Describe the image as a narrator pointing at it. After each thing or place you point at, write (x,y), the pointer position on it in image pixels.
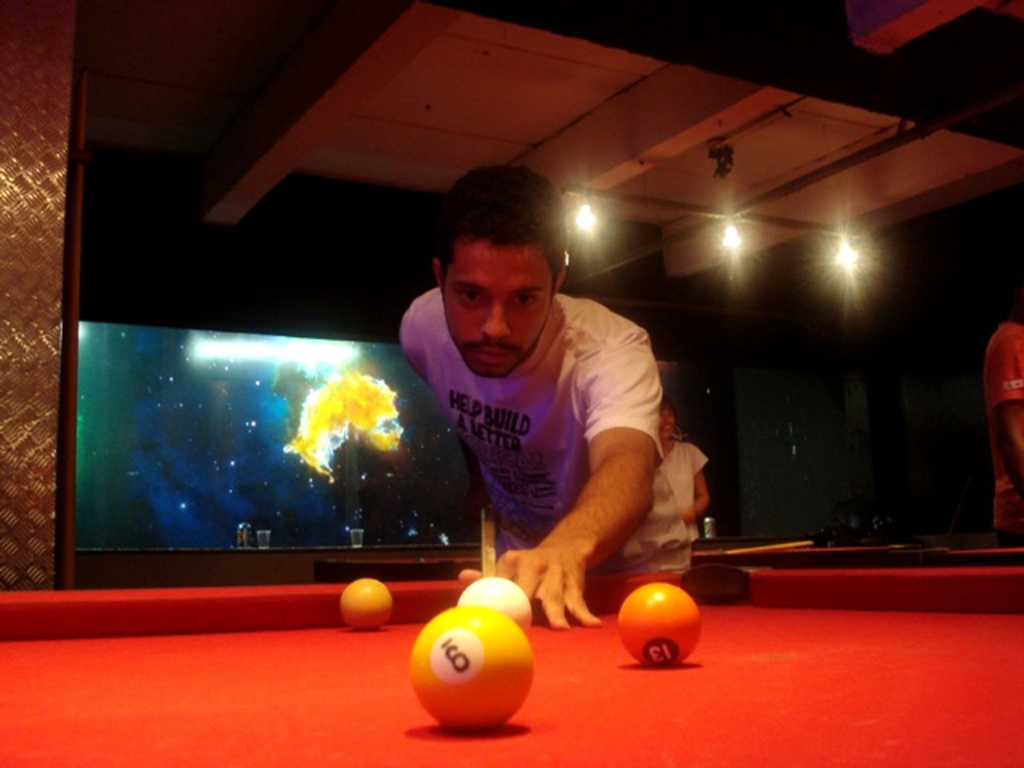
At the middle of image (542,283) there is a person (600,414) standing, holding a stick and playing billiard game on the table (795,753). There are few balls (691,612) on the table (11,720). At the back side (667,537) to this person (606,495) there is a person (670,502). At the right side (1018,331) there is a person (989,399) standing. Three lights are hanged to the roof (727,203). Background there is a screen (202,528).
